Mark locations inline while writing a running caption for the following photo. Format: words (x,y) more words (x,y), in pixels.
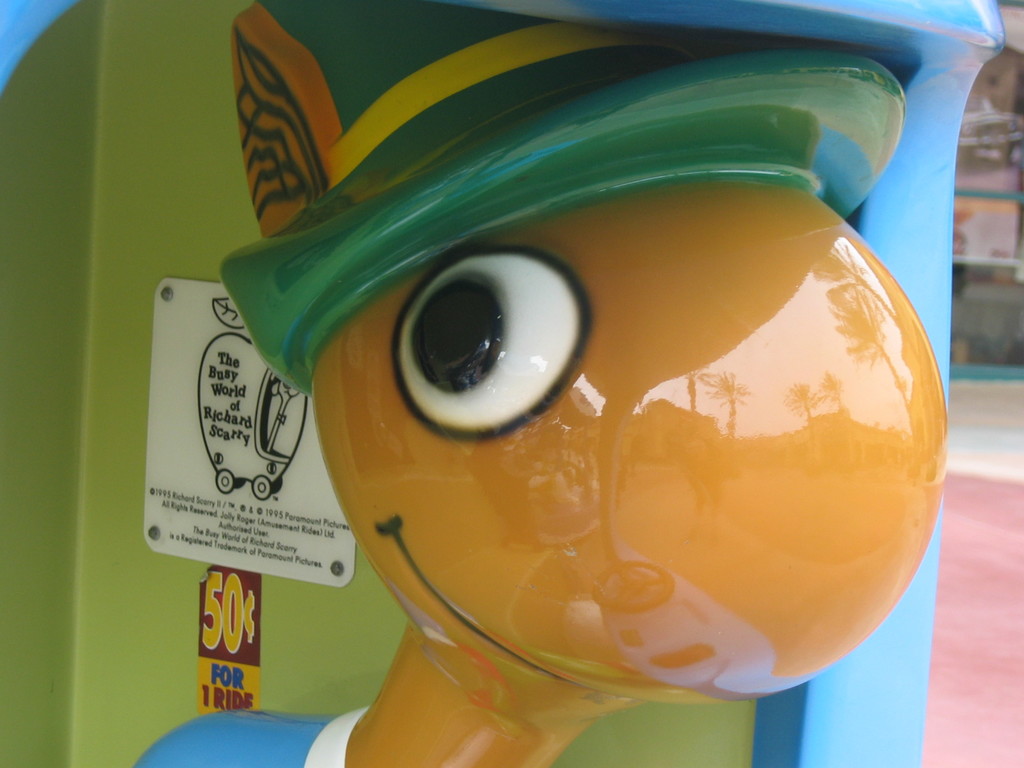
In this picture we can see a toy (531,564) and behind the toy (317,724) there is a sticker (232,640), board (319,480) and screws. On the toy (710,479) we can see the reflection (848,341) of trees (731,413) and the sky (750,423).
